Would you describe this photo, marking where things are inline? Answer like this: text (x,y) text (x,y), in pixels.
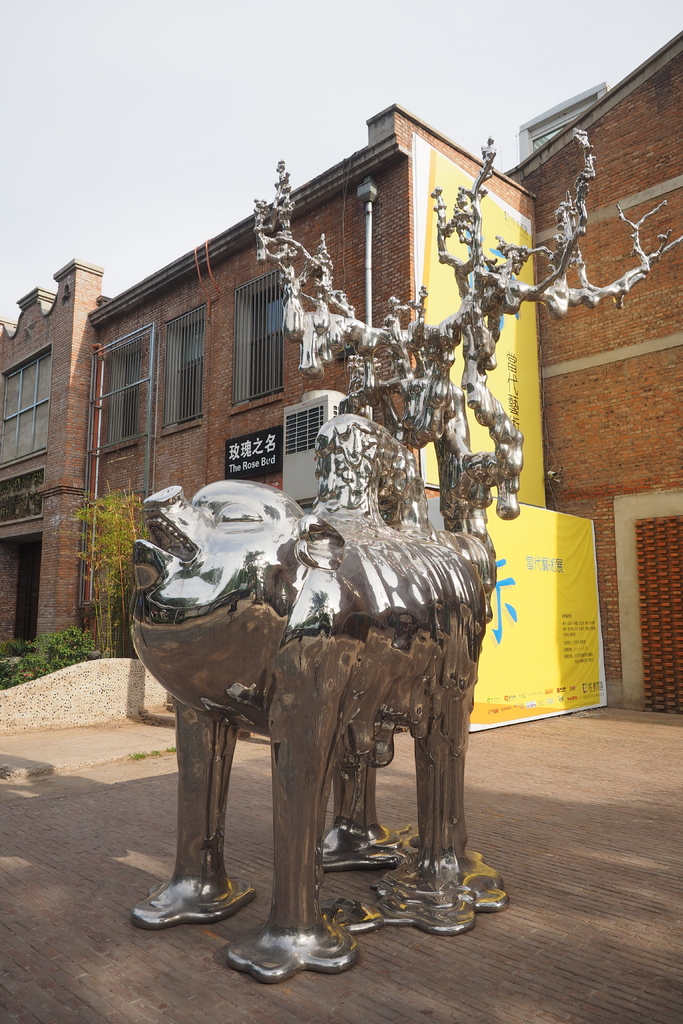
In the picture there is a statue (207,742) of animal (381,589) it looks like a pig (275,586), beside that there are some buildings (208,407) made up of brick (226,305), there are three windows (177,339) and a door (20,618), to the right side (534,490) there is some yellow poster (524,518).
